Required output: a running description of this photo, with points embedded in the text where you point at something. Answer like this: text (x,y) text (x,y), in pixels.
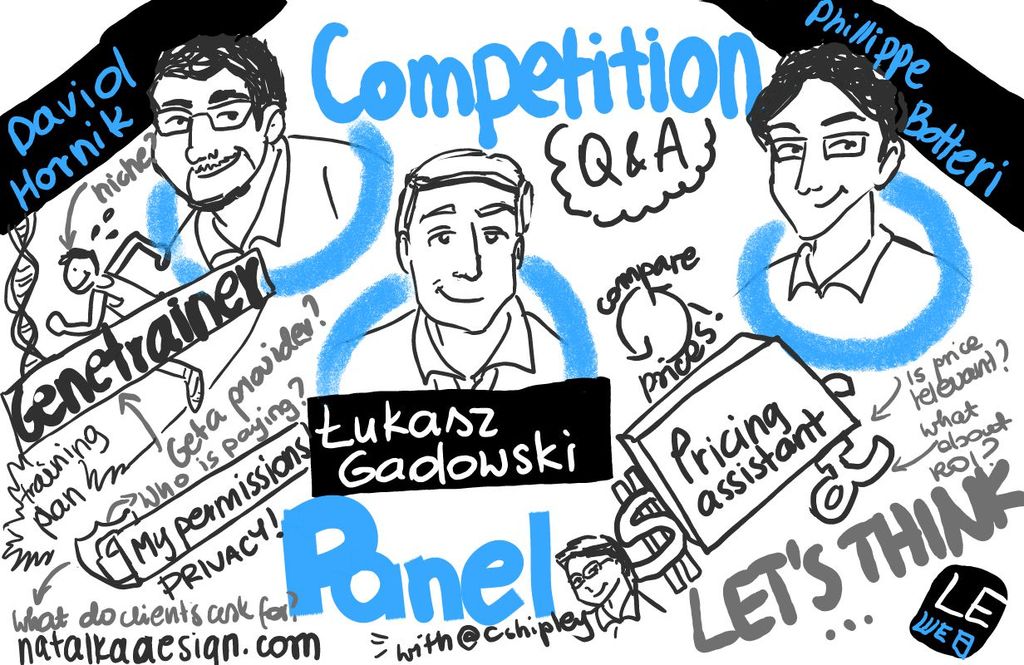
This is a poster (278,259). On that there are cartoon images (411,223) of some people (848,205) and something is written on that.
